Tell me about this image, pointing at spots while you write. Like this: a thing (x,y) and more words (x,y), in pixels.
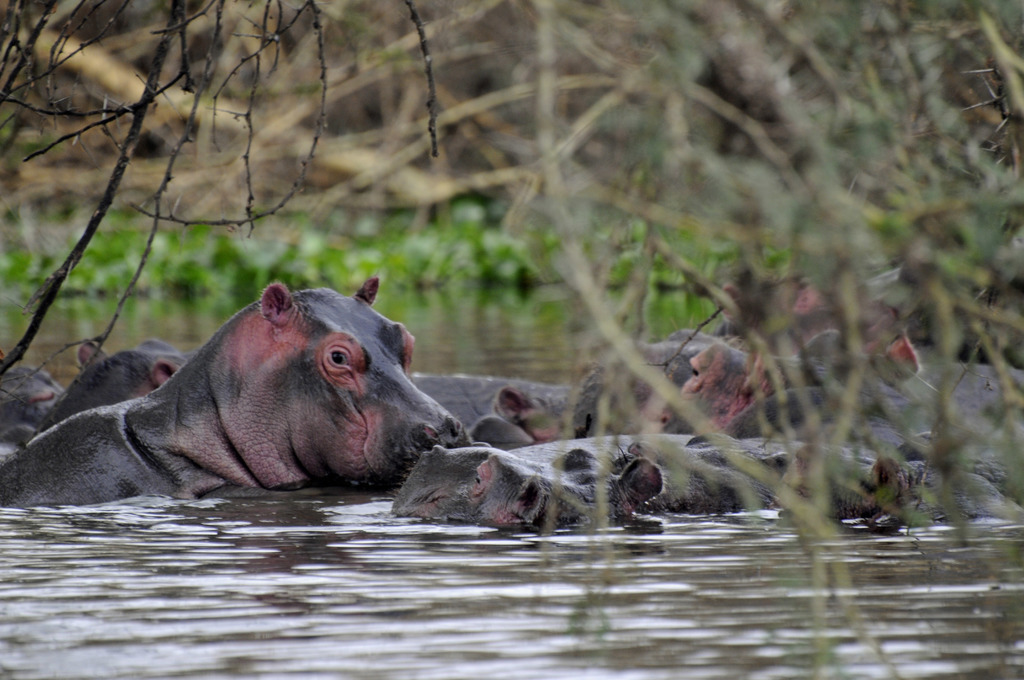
In this image I can see animals (424,446) in the water (371,580). There are plants (451,155) at the back (457,143).
